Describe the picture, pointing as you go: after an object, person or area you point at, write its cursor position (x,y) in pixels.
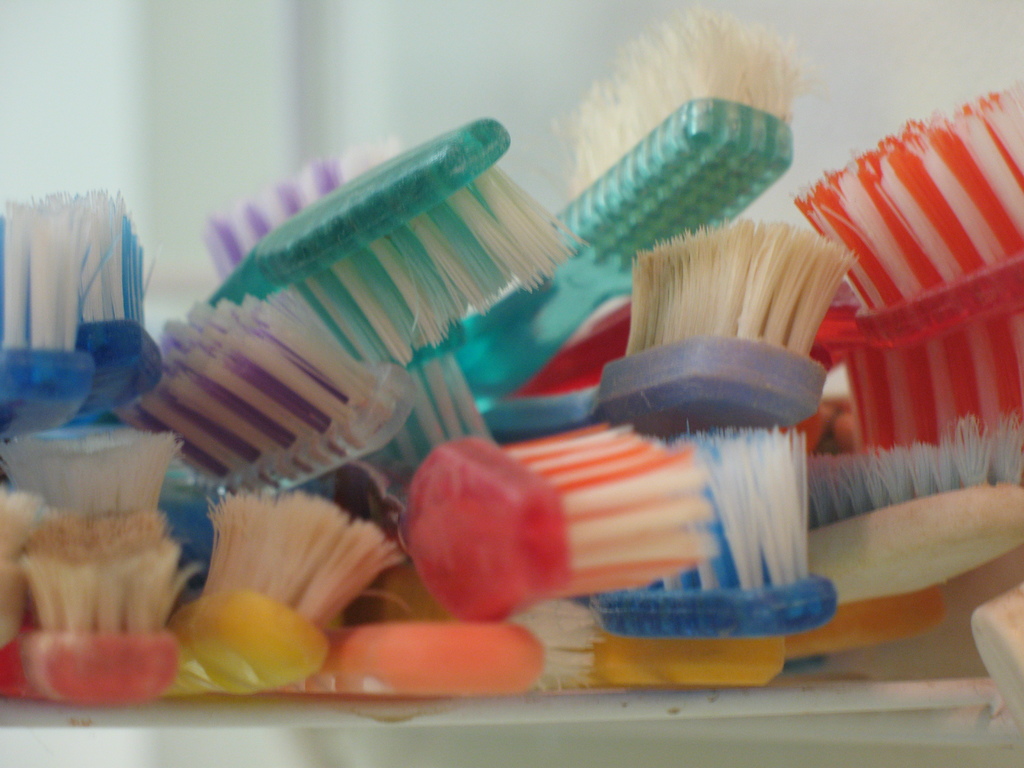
We can see colorful brushes (457,533). In the background (200,134) it is white.
